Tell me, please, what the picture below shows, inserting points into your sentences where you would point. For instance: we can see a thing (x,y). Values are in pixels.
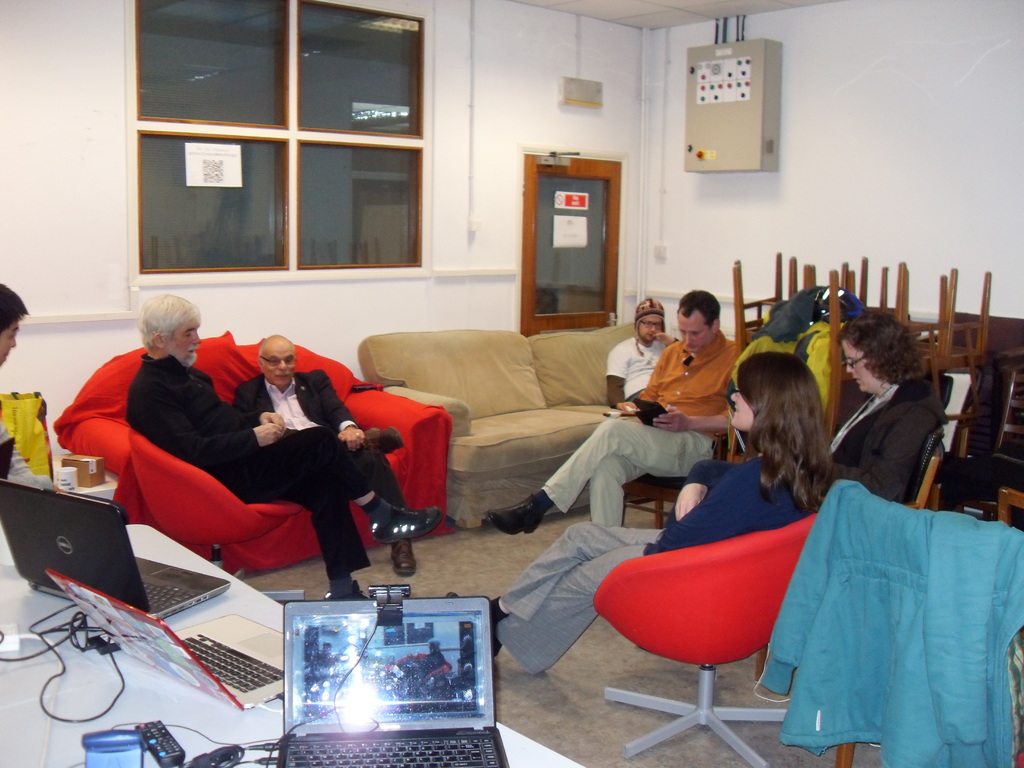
Group of people (359,478) sitting. We can see sofa (500,463), chairs (617,692), table (27,588) on the floor (574,696), on the table (32,607) there are laptops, cables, remote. On the background (522,105) we can see wall (522,105), glass window (157,135), electrical device (751,67).
